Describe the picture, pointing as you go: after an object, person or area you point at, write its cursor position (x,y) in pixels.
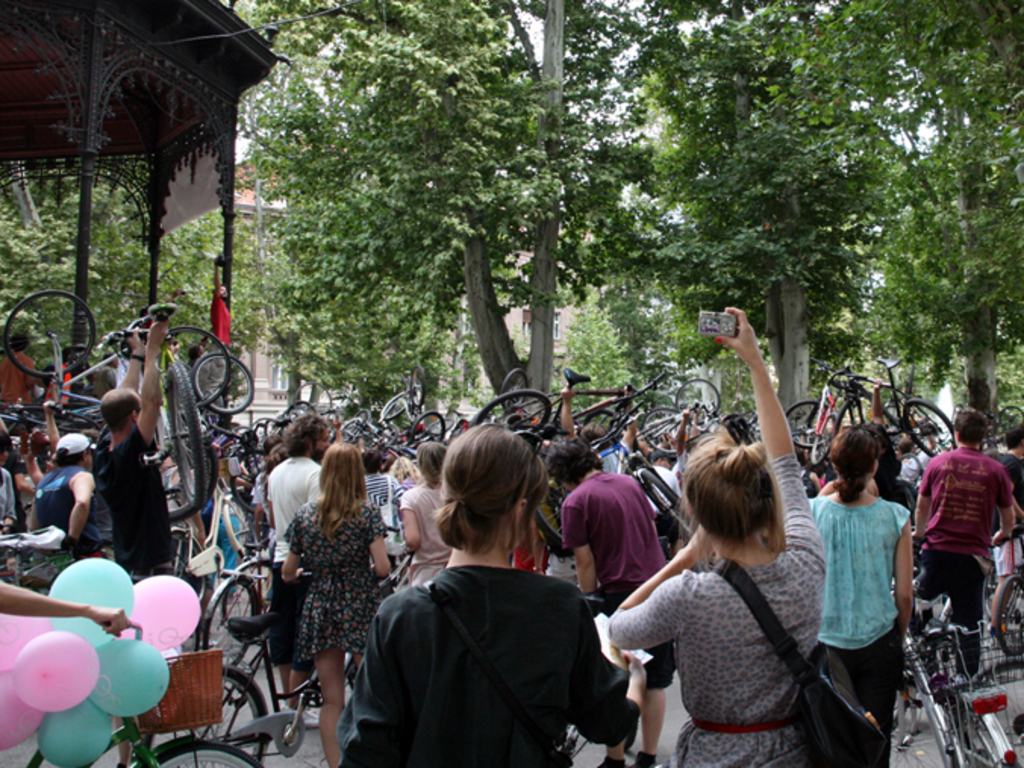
In this picture we can observe some people (550,471) standing. Some of them are lifting bicycles (163,366) with their hands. There are men (274,479) and women (567,585) in this picture. On the left side (60,666) we can observe blue and pink color balloons (79,668). In the background (305,119) there are trees (382,249), building (272,388) and a sky (635,96).
